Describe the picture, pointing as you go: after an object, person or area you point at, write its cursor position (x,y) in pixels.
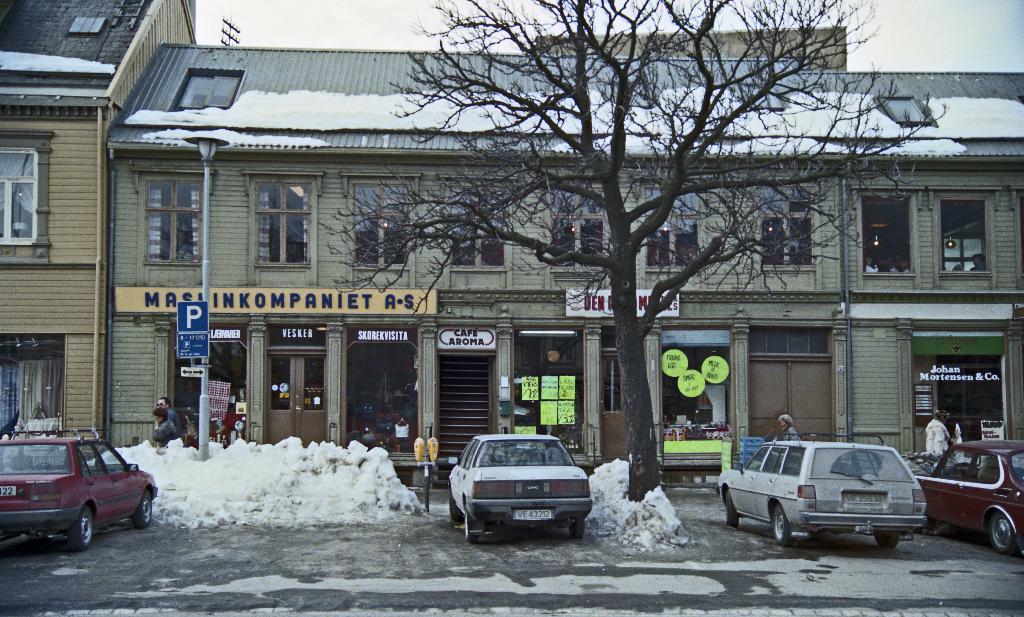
There are few cars (48,473) parked in front of this building (401,369). In the middle (634,304) it is a tree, there is snow (290,109) on the top of this building (437,163).
